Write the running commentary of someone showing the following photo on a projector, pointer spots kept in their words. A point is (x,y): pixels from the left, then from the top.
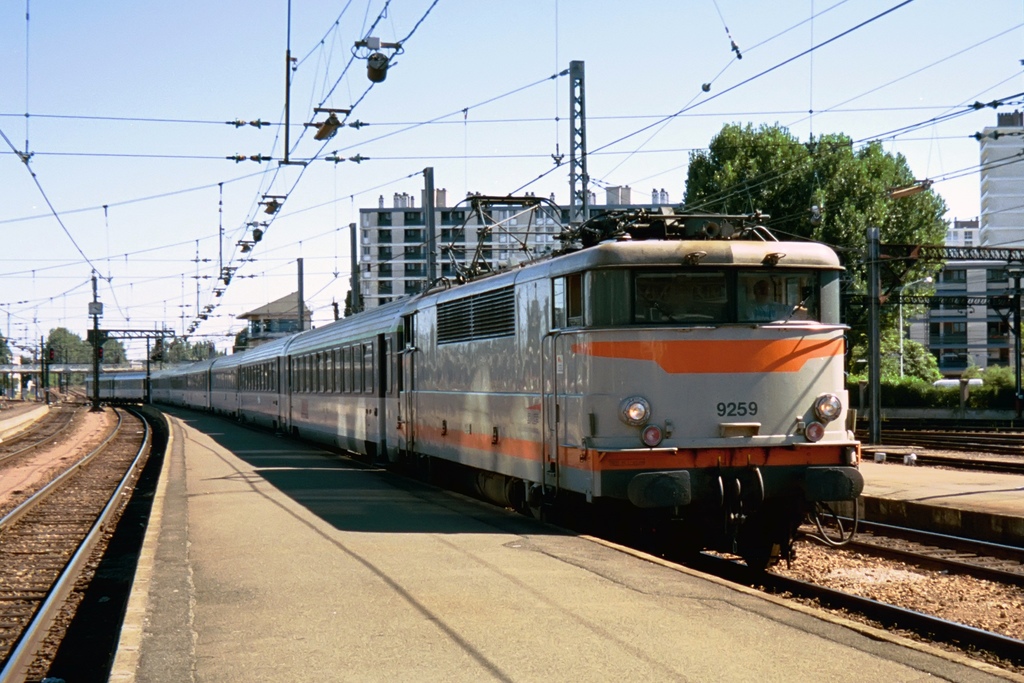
As we can see in the image there is a train (569,383), railway track (72,515), plants (948,407), trees (919,362), buildings (993,229) and sky (405,69).
